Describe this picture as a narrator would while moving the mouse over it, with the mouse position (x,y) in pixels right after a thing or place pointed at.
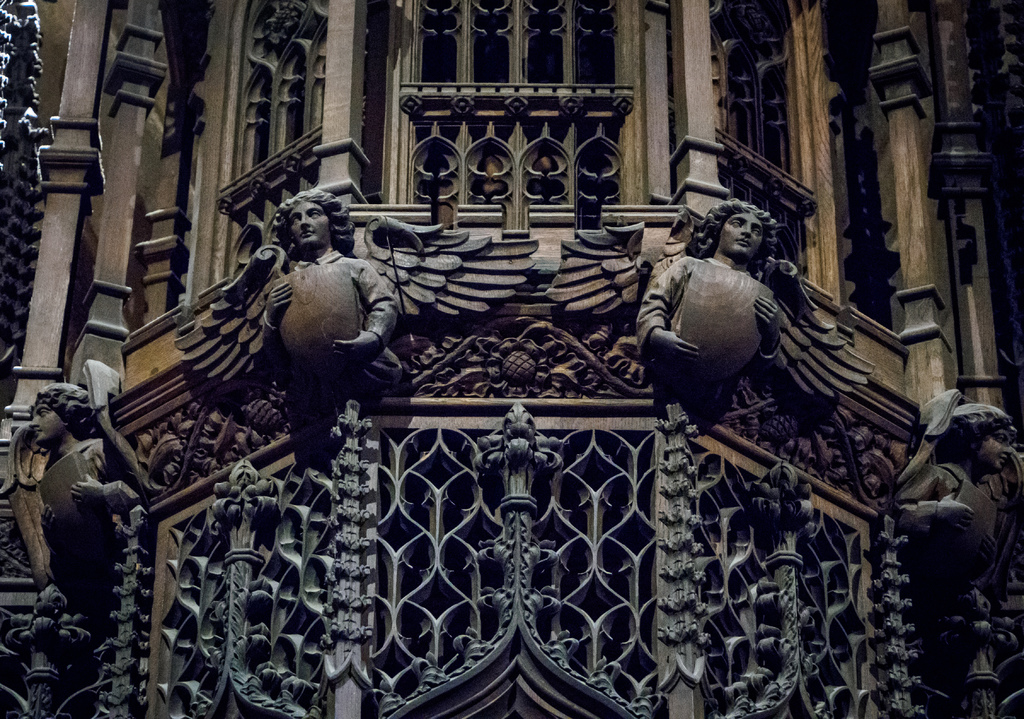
In this image there is a building (372,533) in the middle (495,302) and there are sculptures (754,326) to its wall (623,341). At the bottom (501,542) there are some design grills (302,568).
